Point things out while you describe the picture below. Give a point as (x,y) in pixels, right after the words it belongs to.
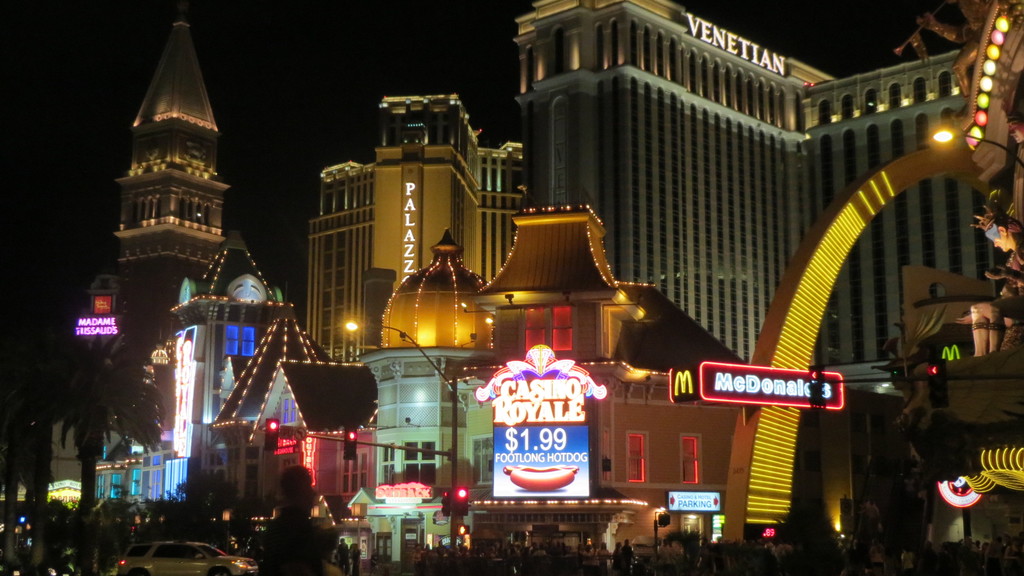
In this image, I can see the buildings (415,296) with lights (179,448) and name boards (503,423). On the left side of the image (77,447), there is a tree (93,422). At the bottom of the image (428,568), I can see group of people (445,554) and a car (182,552). The background looks dark.
